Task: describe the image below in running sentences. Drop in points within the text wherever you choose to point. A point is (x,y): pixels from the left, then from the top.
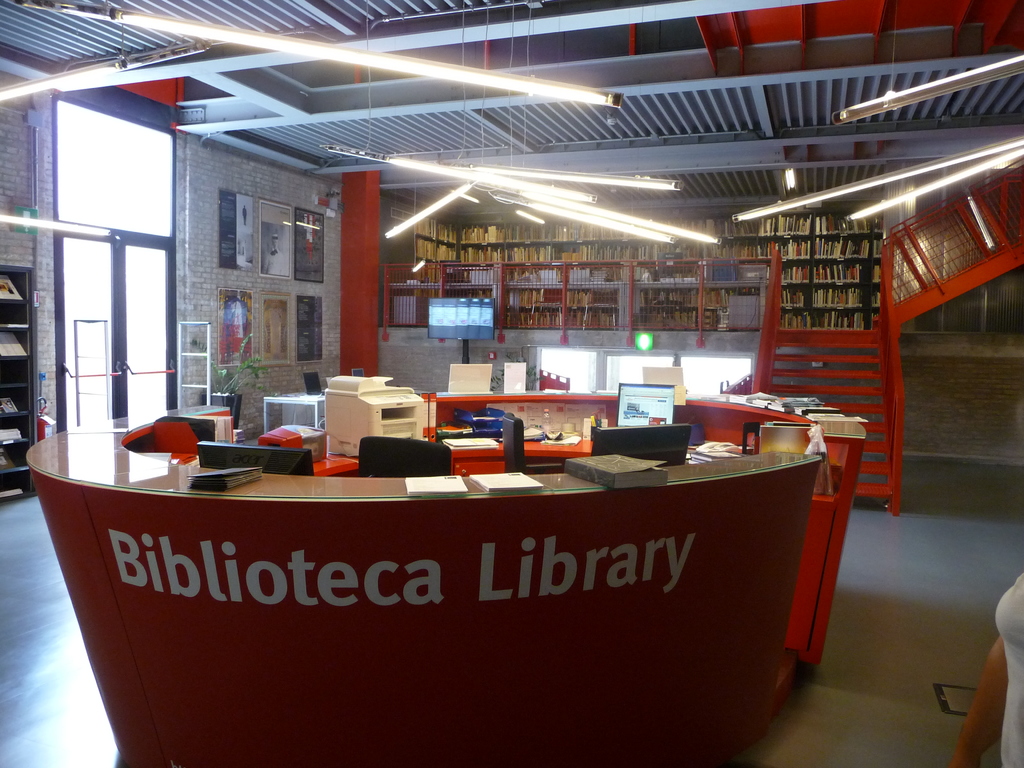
In the foreground of this image (282,705), there is a circular desk (249,623) on which few books (235,480) are placed and we can also see chairs (404,466), monitors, printer (390,409) and few more objects (556,431) on the desk (212,508). In the background (522,249), there are stairs (856,398), many books (825,271) in the shelf (542,245), lights (628,226) to the ceiling (520,36), a wall (221,176), glass door (148,278), a rack (18,307), plant (237,399), few frames (304,237) on the wall (292,331). On the right bottom (1021,708), there is a person (1022,707).
